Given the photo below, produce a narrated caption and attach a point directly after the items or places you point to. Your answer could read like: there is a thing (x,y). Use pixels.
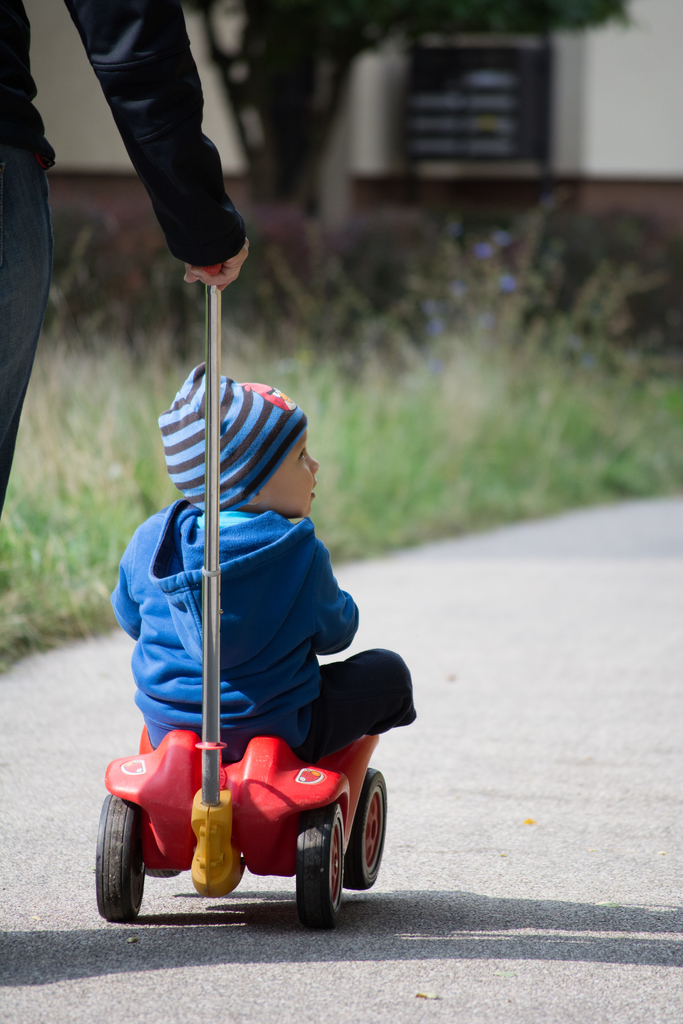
In this image, I can see a kid (271,677) sitting on toy scooter (207,793), which is on the road (501,863) and I can see a person's hand (202,276) holding the handle (215,518) of a toy scooter (215,560). In the background (405,389) there are plants (339,324), a tree (321,128) and a wall (615,111).
